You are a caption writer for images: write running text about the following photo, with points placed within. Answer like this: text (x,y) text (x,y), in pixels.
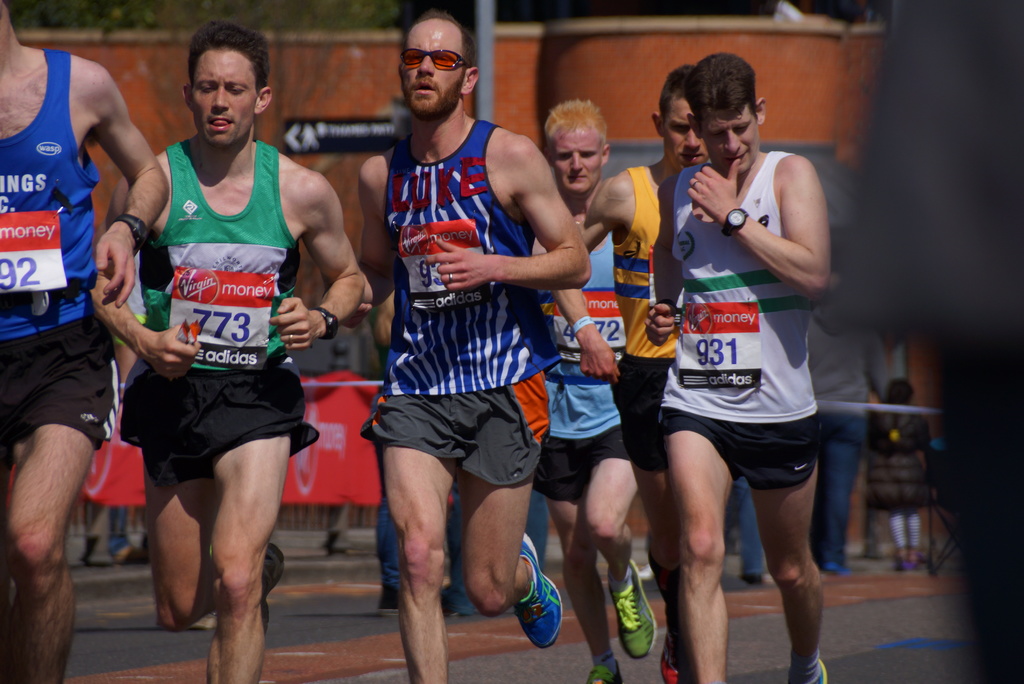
In this picture, we can see a few people (775,297) running and a few (891,444) in the background (843,416), we can see the ground (344,630), pole (491,41), containers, signboard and some objects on the ground (886,566).
